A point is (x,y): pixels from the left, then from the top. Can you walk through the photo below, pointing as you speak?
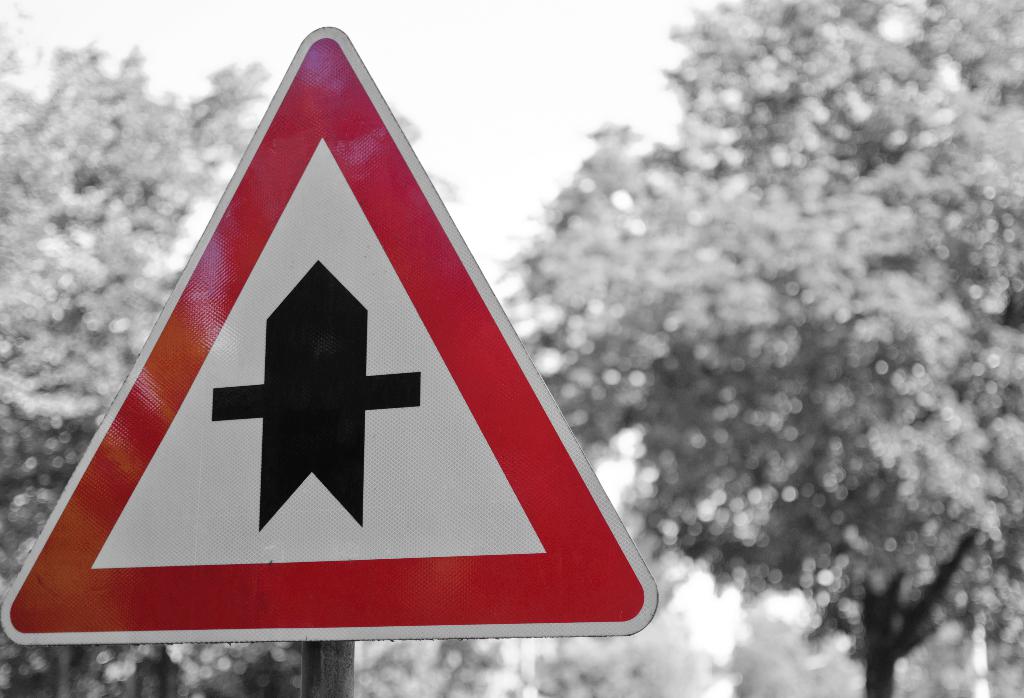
In the background (965,45) we can see the trees (565,404). In this picture we can see a sign board (323,615) and a pole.
